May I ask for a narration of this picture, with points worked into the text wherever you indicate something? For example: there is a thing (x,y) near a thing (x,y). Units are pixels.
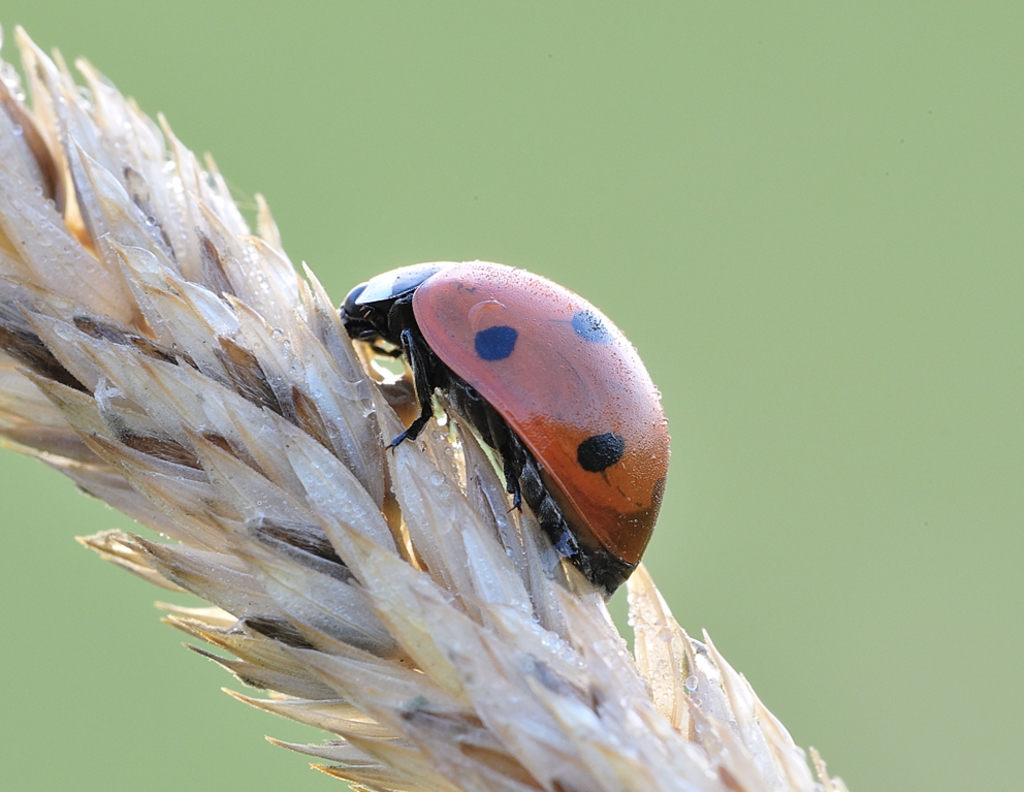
Here we can see an insect (458,387) on a wheat plant (196,402). In the background (173,32) we can see light green color.
